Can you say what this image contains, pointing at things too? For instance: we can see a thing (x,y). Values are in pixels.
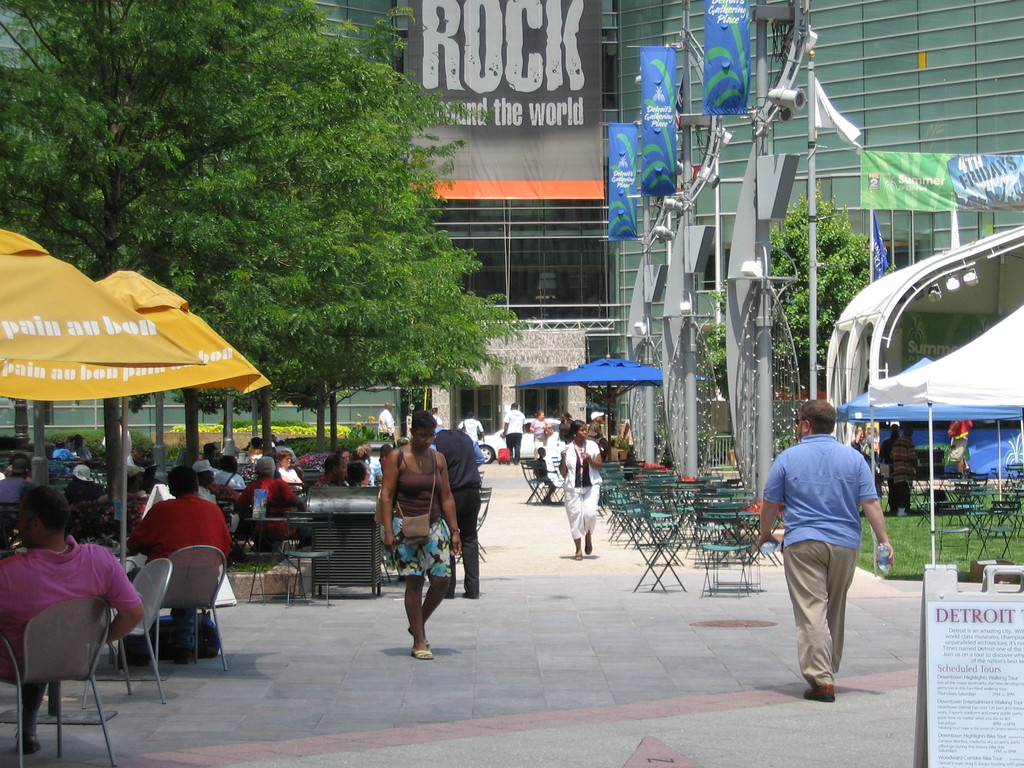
In this picture, it seems to be a public place (789,642), where some people (538,424) are walking while some are sitting under the umbrellas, there are some trees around the area of the image and there is a building (587,267) at the right side of the image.
